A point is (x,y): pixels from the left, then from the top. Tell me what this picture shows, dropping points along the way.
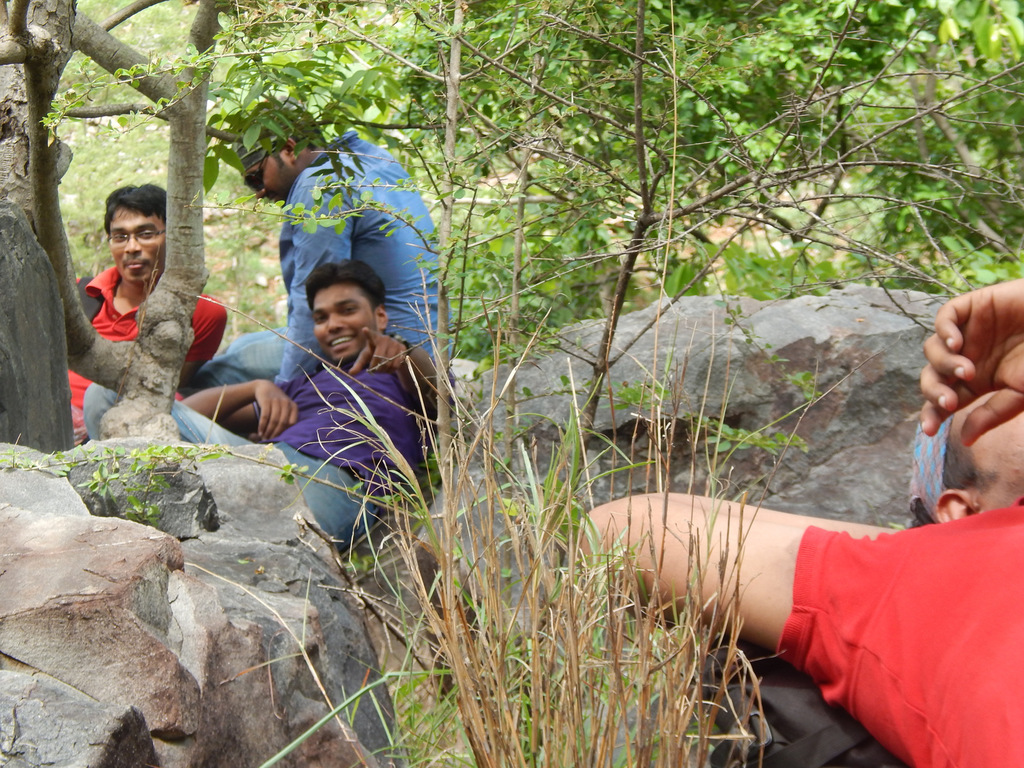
Here in this picture we can see some people (302,326) sitting and laying over a place (582,389), that is covered with rock stones (755,487) over there and we can also see plants (512,487) and trees (494,276) present all over there.
